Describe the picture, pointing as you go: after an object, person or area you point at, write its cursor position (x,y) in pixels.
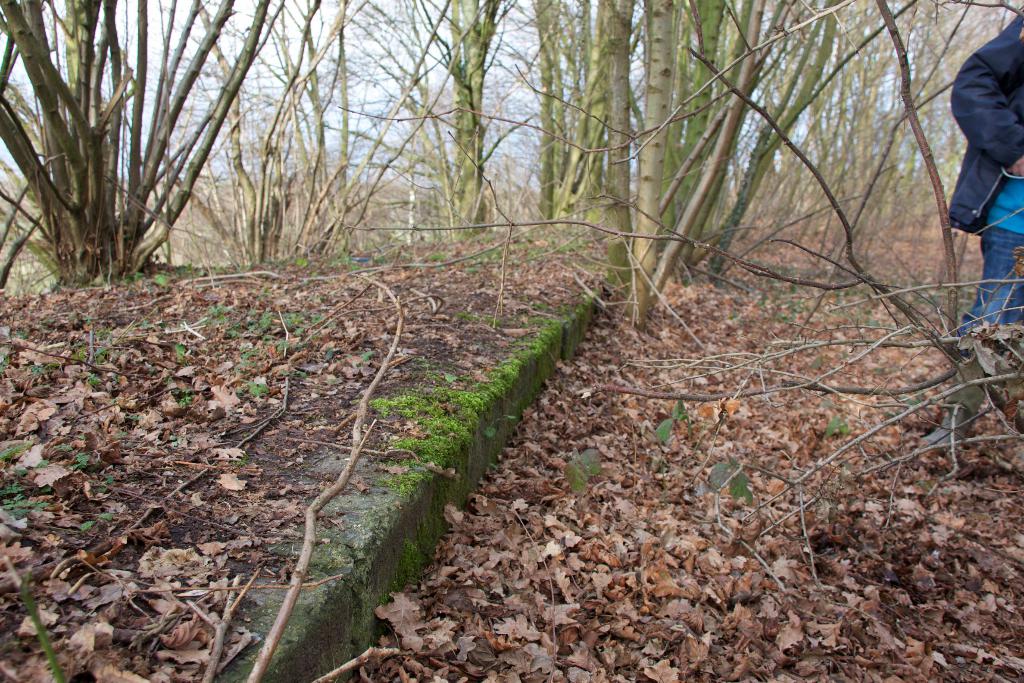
In this image we can see some trees (651,222) and dry leaves (589,534) on the ground (363,371) and there is a person (1003,157) on the right side of the image (1018,111) and we can see the sky (158,49).
